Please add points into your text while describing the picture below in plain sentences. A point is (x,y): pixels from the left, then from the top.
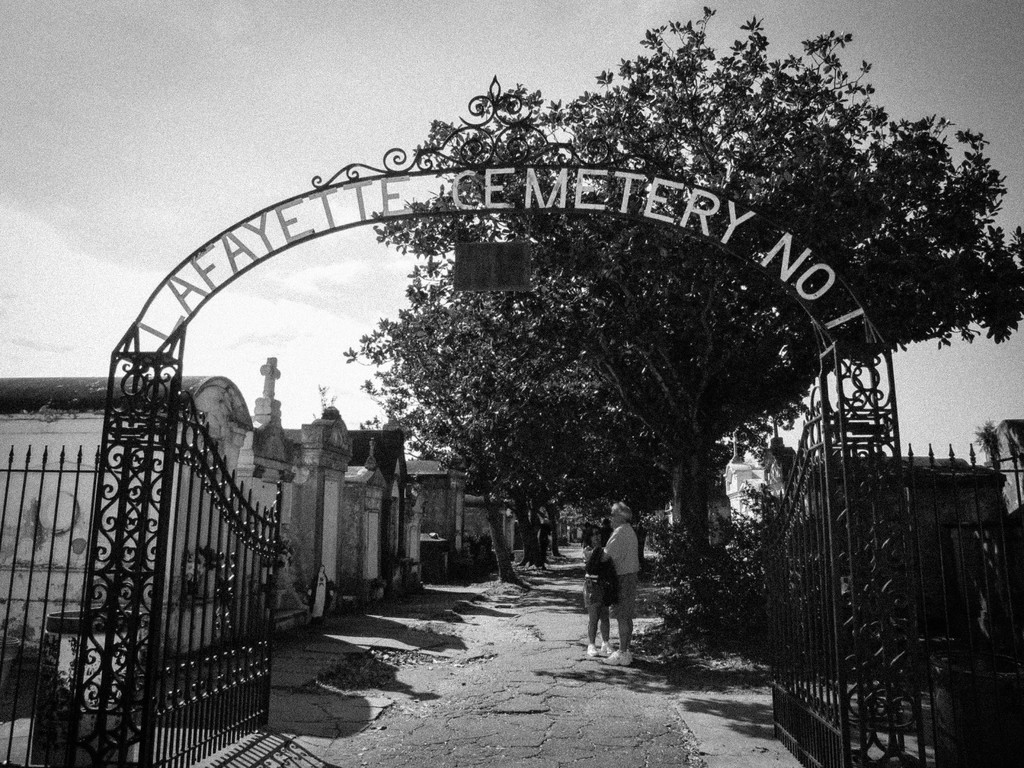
In this picture there are two persons (616,564) who was standing near to the plants (727,582) and trees (709,518). In the center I can see the steel arch gate (908,683) and fencing (238,690). In the background (322,480) I can see the tombs (309,483), At the top (372,69) I can see the sky (372,69) and clouds (356,73).
